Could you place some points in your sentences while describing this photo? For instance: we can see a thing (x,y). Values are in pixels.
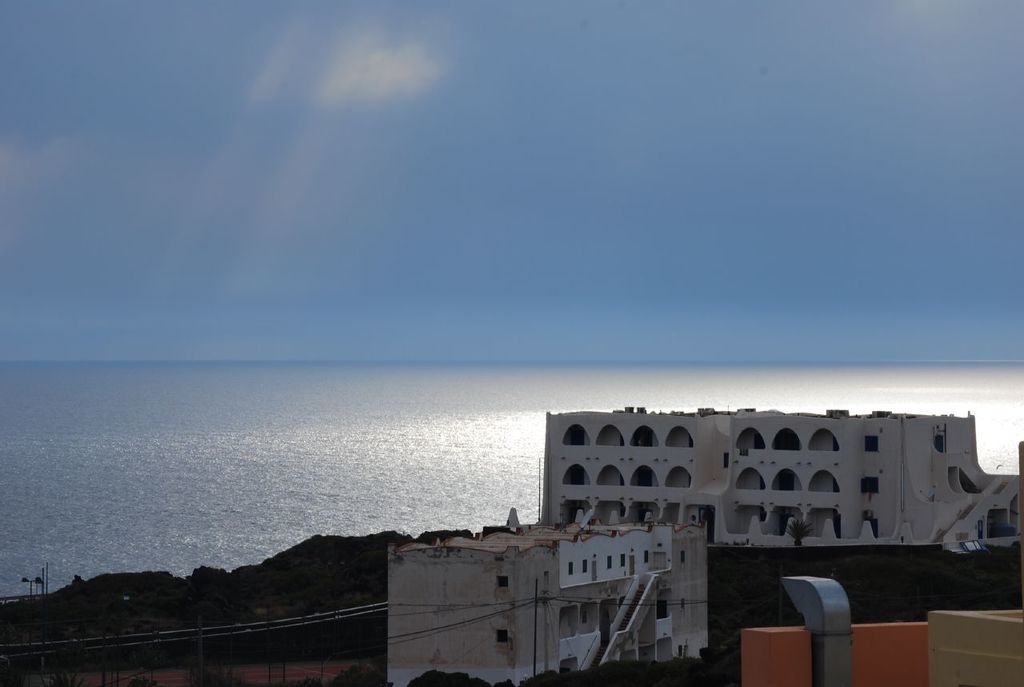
In this image to the bottom (780,478) there are some houses (461,592), mountains (381,624) and some wires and in the background (373,464) there is sea (320,472). At the top of the image (527,166) there is sky (502,272).
